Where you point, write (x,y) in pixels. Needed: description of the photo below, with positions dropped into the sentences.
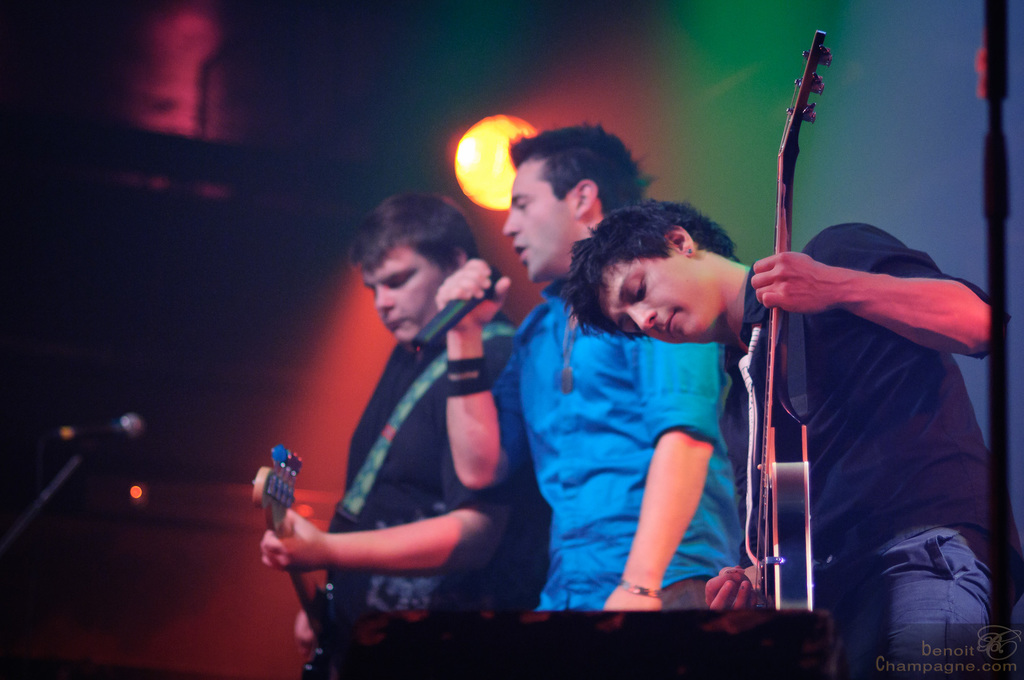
In this image we can see people (704,423) this people (416,467) are holding guitar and playing it. This man (622,506) wearing blue shirt (616,580) is holding a mic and singing. In the background (460,153) we can see show lights (490,135).
